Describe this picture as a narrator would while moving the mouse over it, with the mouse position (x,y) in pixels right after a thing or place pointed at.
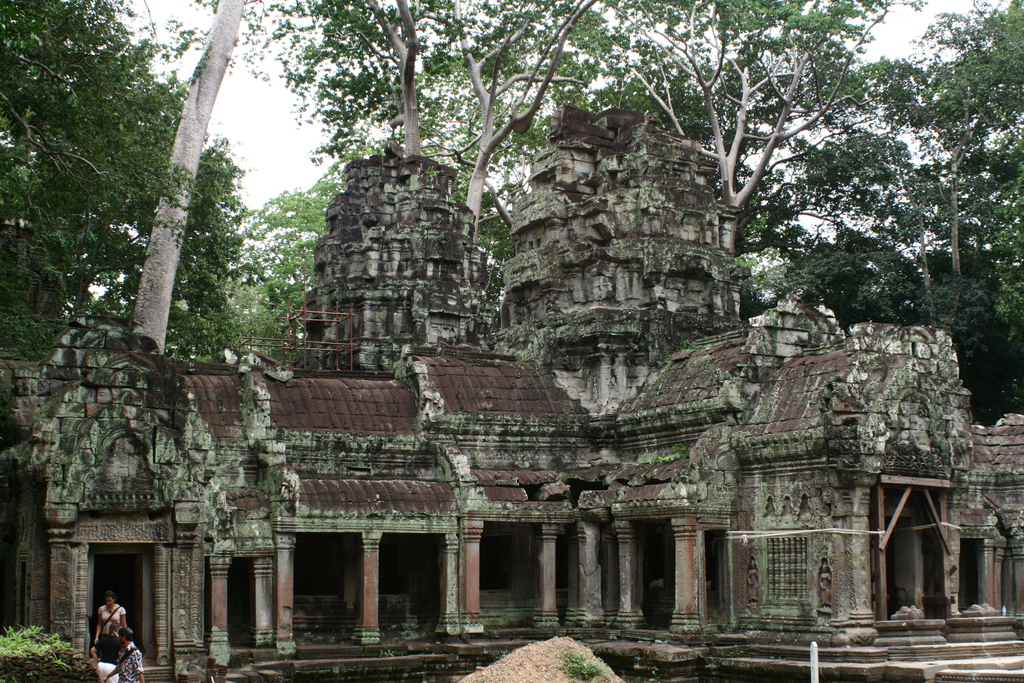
In this image, I can see an ancient temple (630,515). At the bottom of the image (569,657), I can see sand (513,658), three persons (110,669) standing and plants (42,642). In the background (137,147), there are trees (521,142) and the sky (248,118).
